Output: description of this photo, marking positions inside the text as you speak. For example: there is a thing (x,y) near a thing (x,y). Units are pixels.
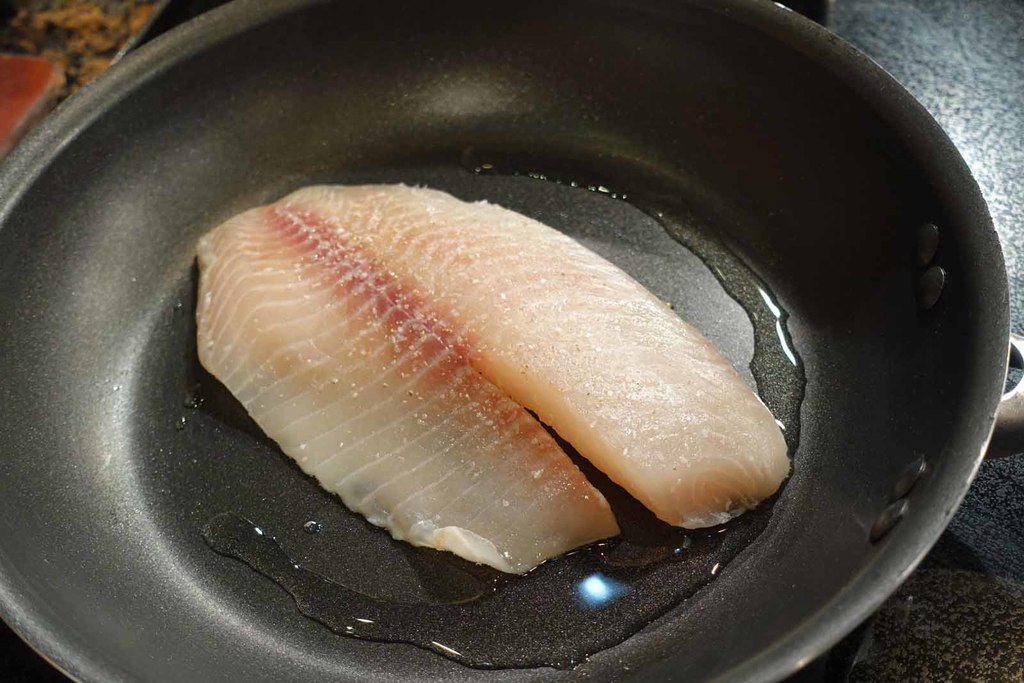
In this image we can see a piece of fish (472,433) is kept in a black color pan (789,316) with some oil (554,582).
